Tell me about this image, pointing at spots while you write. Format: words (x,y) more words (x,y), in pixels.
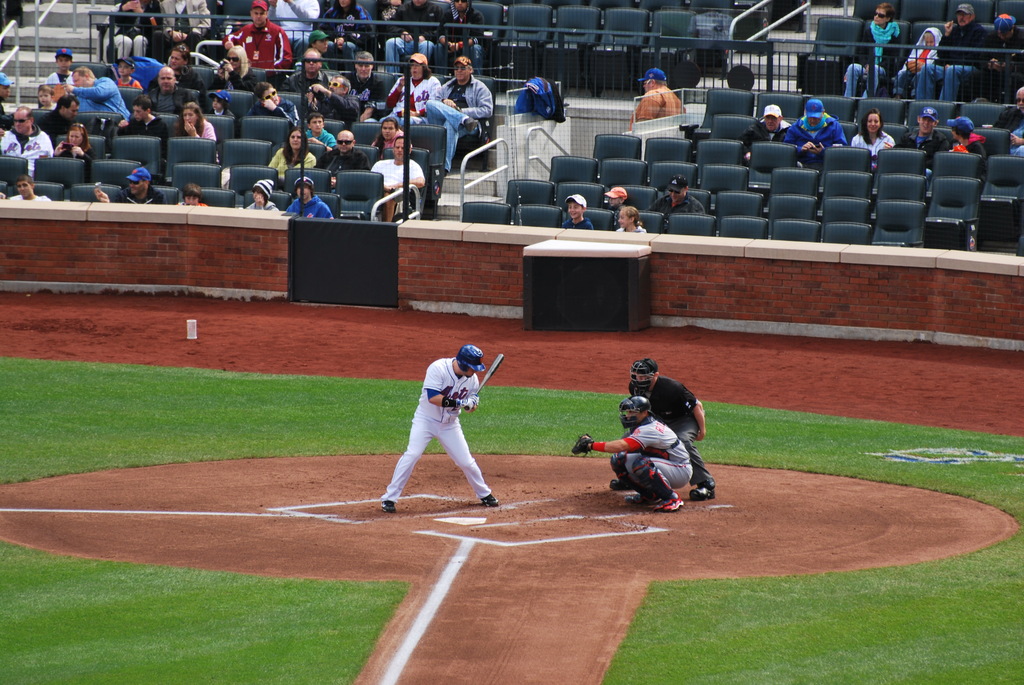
In this image I can see white lines (273,511) on ground (249,500), grass (277,678) and here I can see few people (649,370). I can see they are wearing sports wear (470,466), helmets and these two (455,408) are wearing gloves (472,405). I can also see one of them is holding a baseball bat (485,381). In background (347,111) I can see fencing (537,176), number of people (464,3) where few are standing and rest all are sitting on chairs (693,160). I can also see most of them are wearing caps (301,177).
